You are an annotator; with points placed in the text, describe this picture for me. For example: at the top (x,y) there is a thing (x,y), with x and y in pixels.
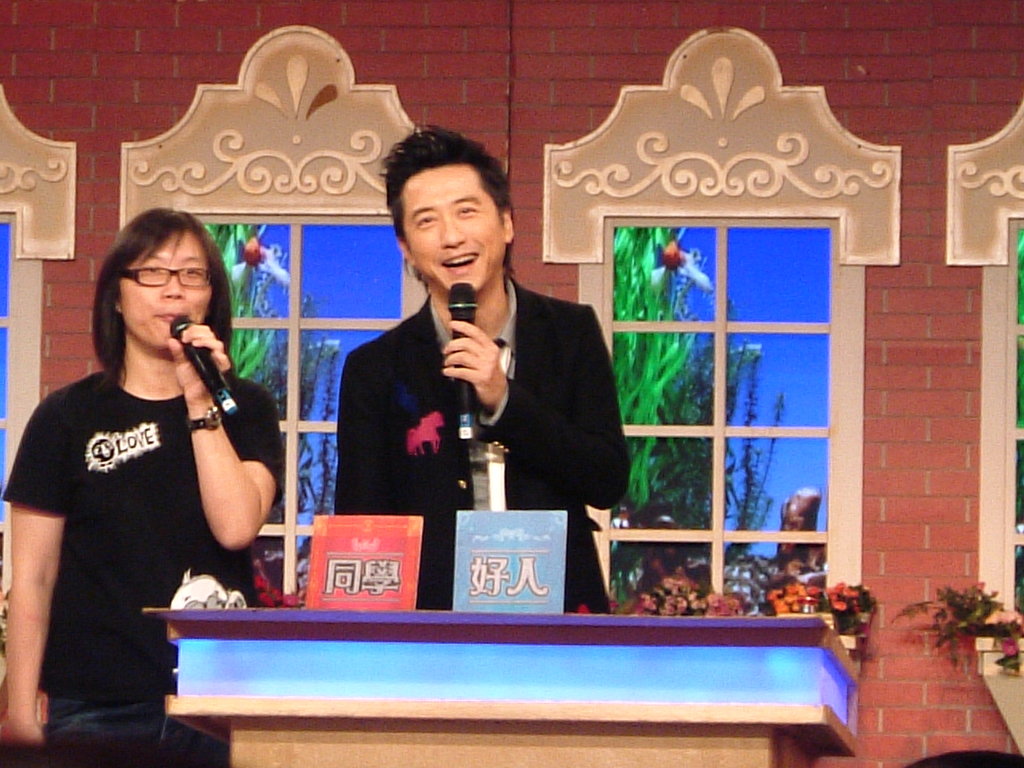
In this picture we can see two persons (107,288) who are holding a mike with their hands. They are smiling. He has spectacles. On the background (519,49) we can see a wall (510,48) and this is window (785,403). And these are the plants (1007,659).
